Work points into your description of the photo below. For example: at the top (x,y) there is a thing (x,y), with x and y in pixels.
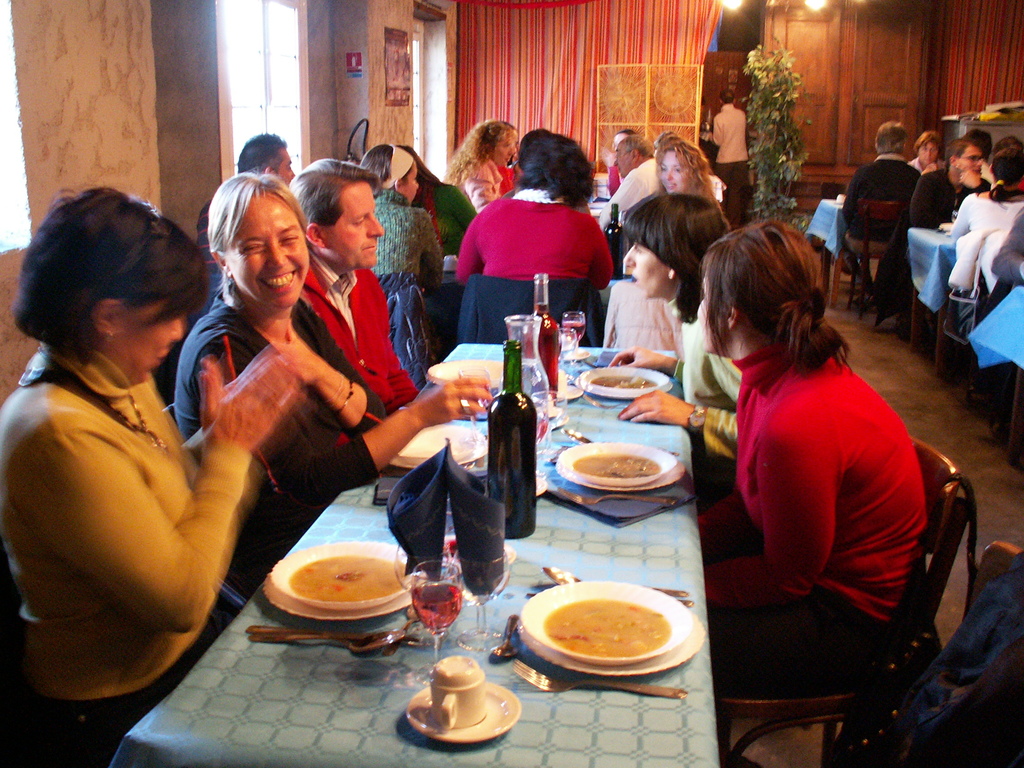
In the center of the image (471,389) there is a table (634,743) and we can see plates (327,603), spoons (383,646), cup (473,688), glasses (473,596), napkins (496,540), fork (562,685) and bottles (507,498) placed on the table (675,677) and we can see people (305,301) sitting around the tables (934,242). In the background (958,57) there is a plant (757,174), curtains (662,21) and lights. On the left (263,70) there are windows (250,115).
